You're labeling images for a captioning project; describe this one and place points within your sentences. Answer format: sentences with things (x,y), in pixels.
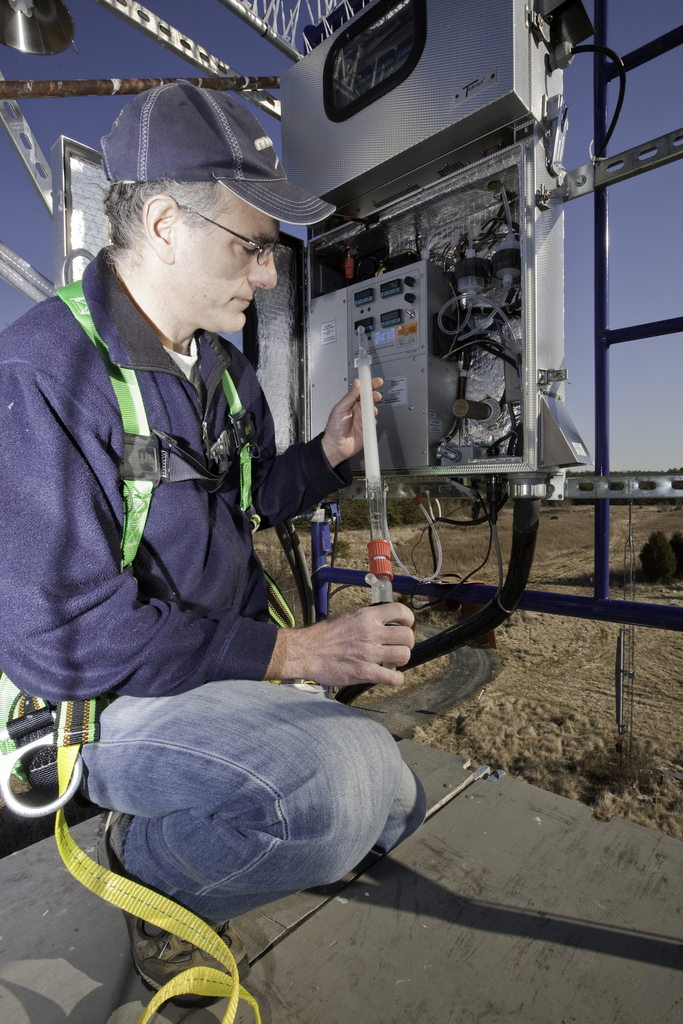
In this image we can see a person (104,494) wearing blue coat (159,590) and cap (195,159) with spectacles (254,244) is crouching on the floor (364,976) holding a pipe (377,591) in his hand (343,419). In the background (606,494) we can see a machine (451,382), panel board (413,365), group of poles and sky (211,7).
